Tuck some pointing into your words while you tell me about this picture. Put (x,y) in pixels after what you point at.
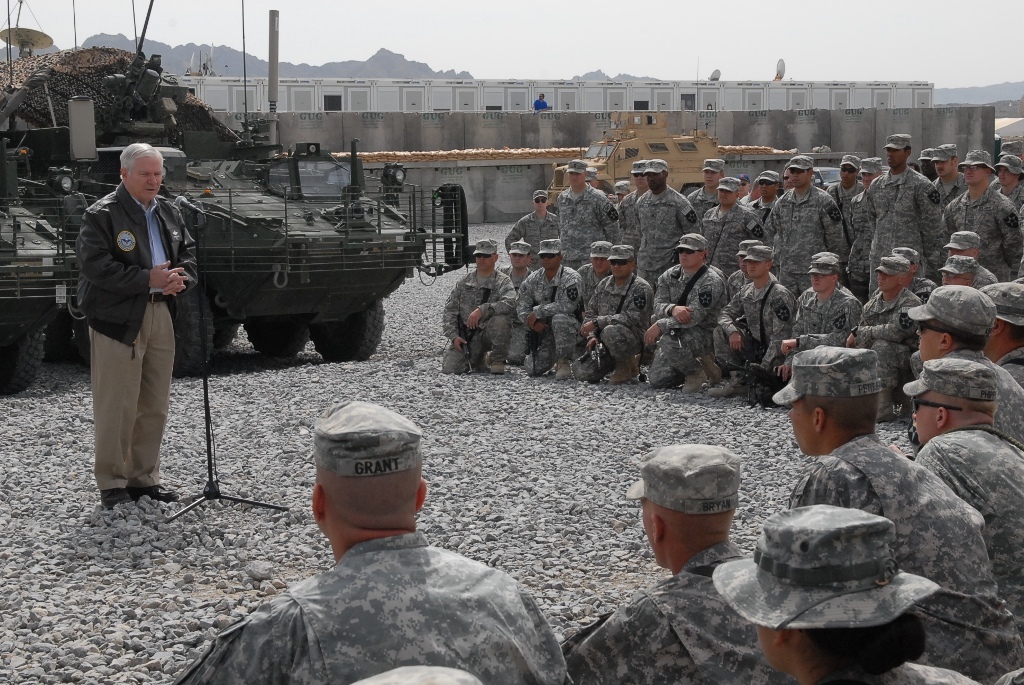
Here in this picture, on the left side (126,280) we can see a man (80,237) standing on the ground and speaking something in the microphone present in front of him and in the front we can see number of people (646,251) in the military dress (585,260), wearing cap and goggles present on the ground (395,346) and on the left side (341,323) we can see some tankers (287,271) also present and in the far we can see some sheds (763,84) also present and we can also see mountains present and we can see the sky (682,55) is cloudy.
